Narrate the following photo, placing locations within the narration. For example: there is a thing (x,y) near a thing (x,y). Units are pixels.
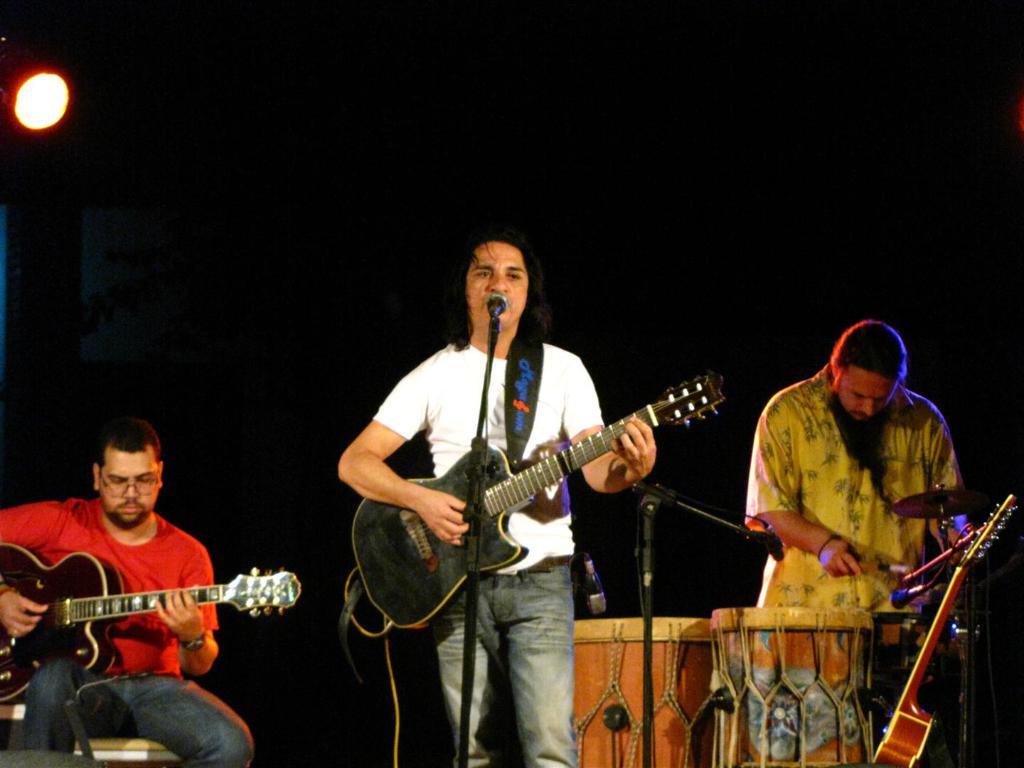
In this image i can see a person (533,458) standing and holding a guitar (457,555) in his hands (463,528) and a person (144,580) sitting and holding a guitar (33,592). In the background (226,279) i can see a light (65,109) and a dark background (718,218). I can see a microphone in front of the persons (446,709).
